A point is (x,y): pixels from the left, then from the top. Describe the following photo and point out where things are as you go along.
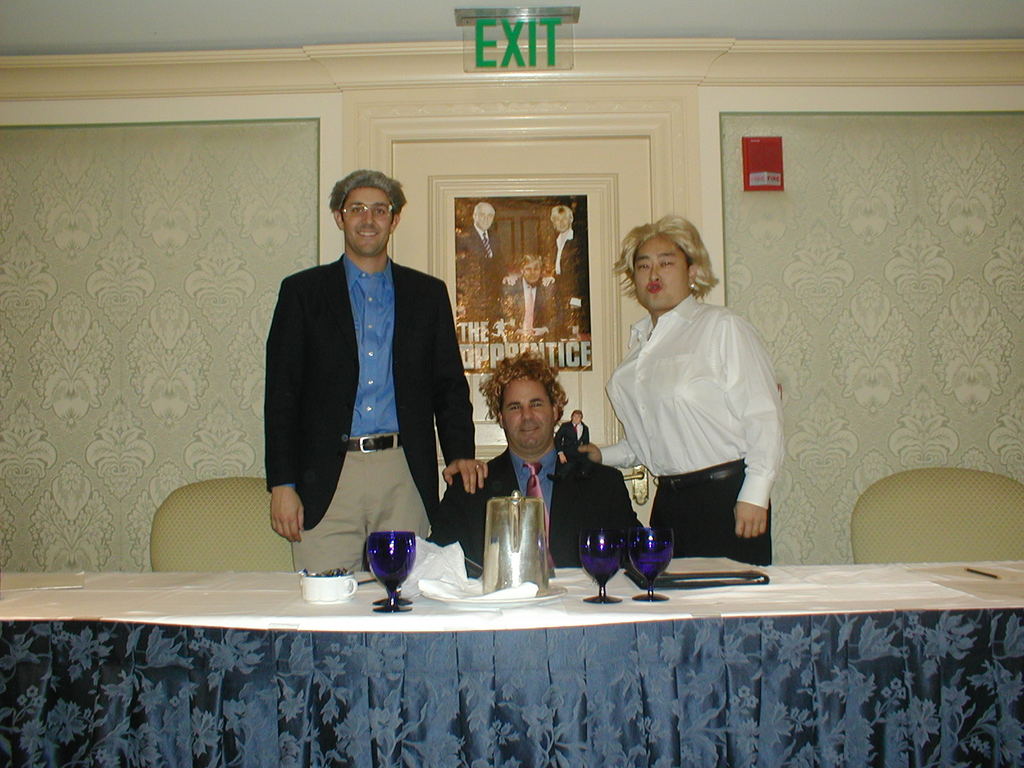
In this picture we can see three persons (554,519) in the middle (566,509). These two are standing on the floor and he is sitting on the chair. This is table (228,604), on the table (428,633) there are glasses (593,545), jar (525,540), and a cup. On the background (122,312) there is a wall (128,272) and this is the door (451,201).
